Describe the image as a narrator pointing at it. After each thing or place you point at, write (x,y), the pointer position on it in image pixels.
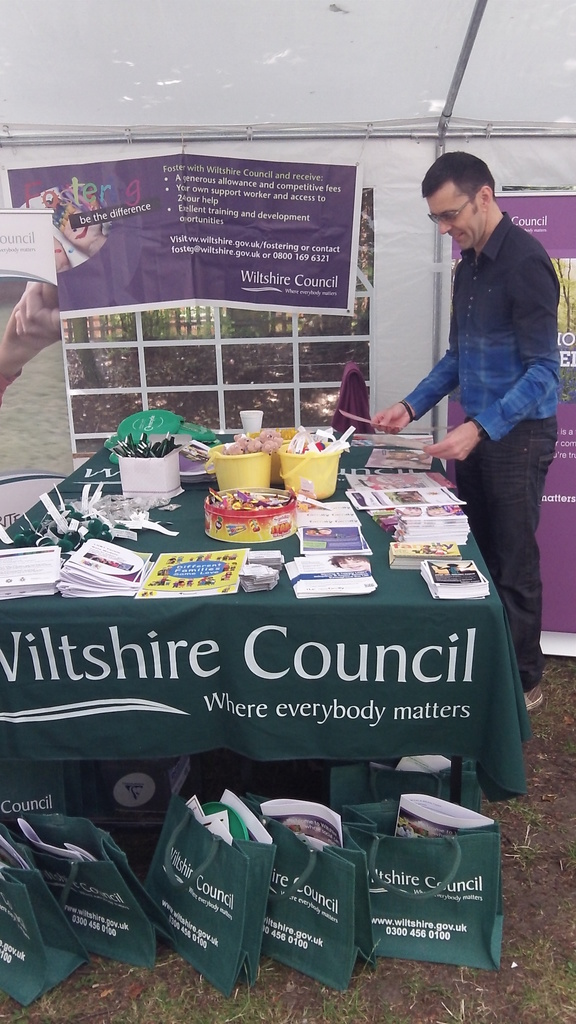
In this image, we can see a person (475,468) who is holding a paper (402,446). In front of the person (477,315) there is a table (214,624) with some posters (468,562) on it and there is also a container (283,529) and some small buckets (283,465) and there is also a cloth (206,707) on the table (115,696) with some text (277,672) written on it. In front of the table (259,688) there are some paper bags (234,932). At the back (287,299) we can see a banner (108,254) with some text (189,245) written on it.
